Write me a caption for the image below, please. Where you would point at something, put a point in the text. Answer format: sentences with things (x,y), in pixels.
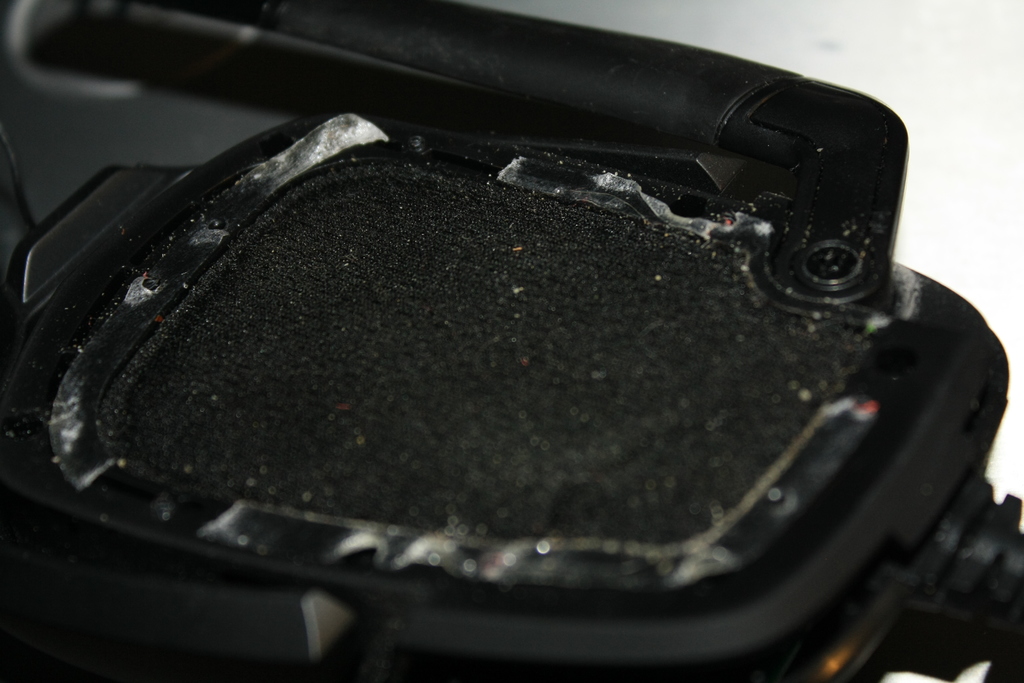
In this image in the center (436,327) there is an object (455,401) which is black in colour.
